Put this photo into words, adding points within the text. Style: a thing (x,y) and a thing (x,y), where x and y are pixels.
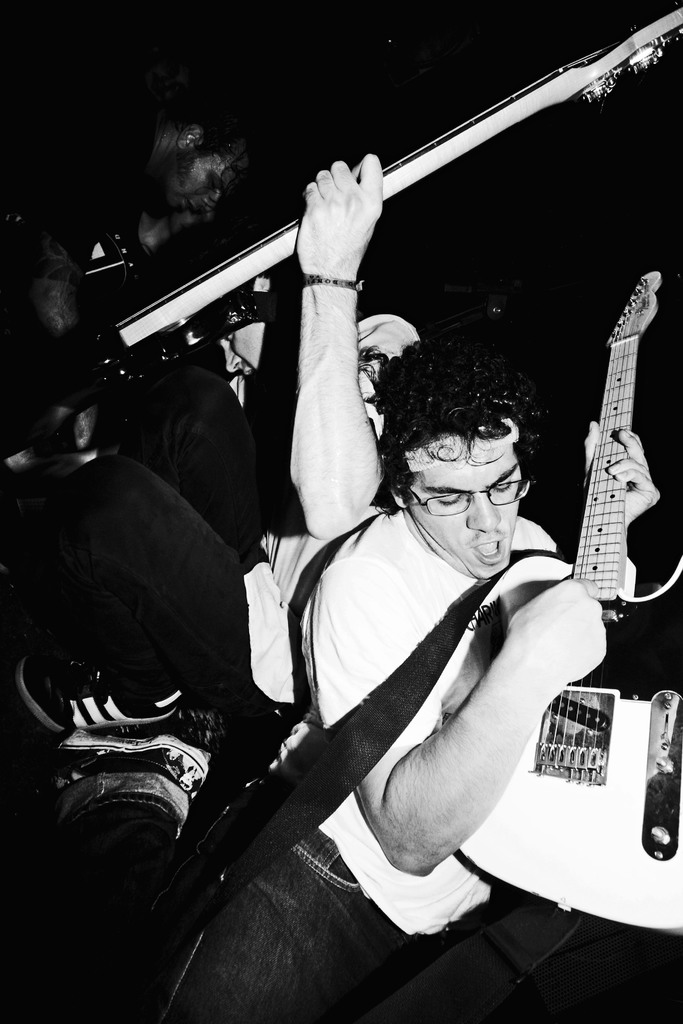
In this image i can see a person (330,708) holding a guitar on his hand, his mouth (478,553) open and wearing a spectacles (429,499) and back side of him there is a another person (223,383) holding a guitar (226,281) on his hand (316,235).
